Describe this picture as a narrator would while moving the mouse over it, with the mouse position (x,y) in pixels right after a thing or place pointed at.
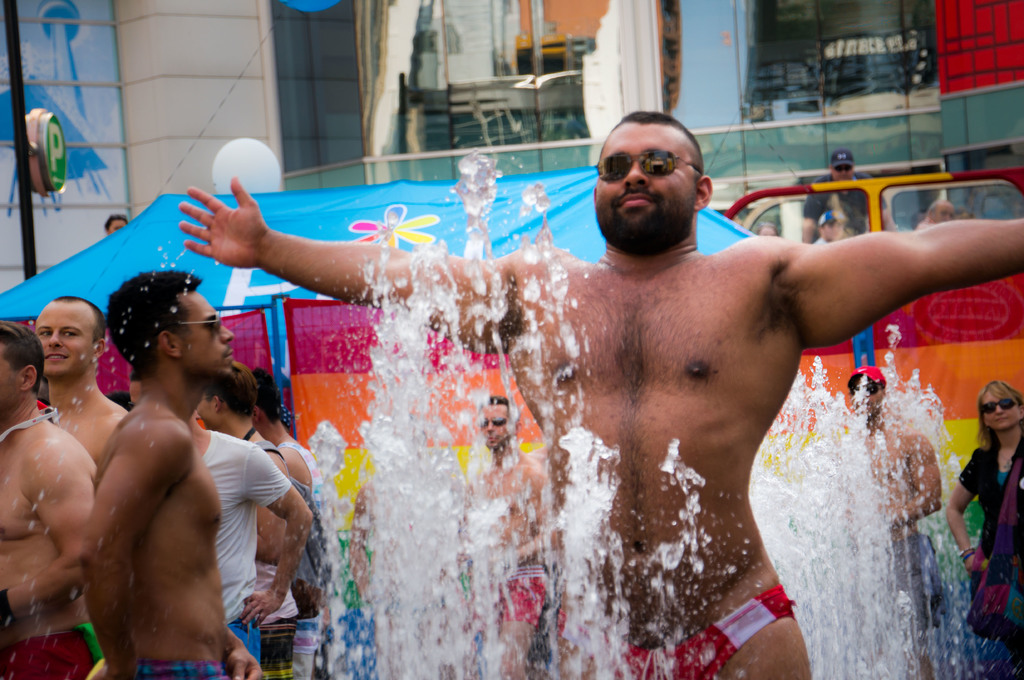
In this picture we can observe a person (720,455) standing, wearing spectacles (629,165). There is a fountain (406,626) in front of him. We can observe some people (119,449) standing. In the background (562,237) we can observe a blue color tent (396,222) and a black color pole (30,233) on the left side (19,88). We can observe a building (138,104) here.
